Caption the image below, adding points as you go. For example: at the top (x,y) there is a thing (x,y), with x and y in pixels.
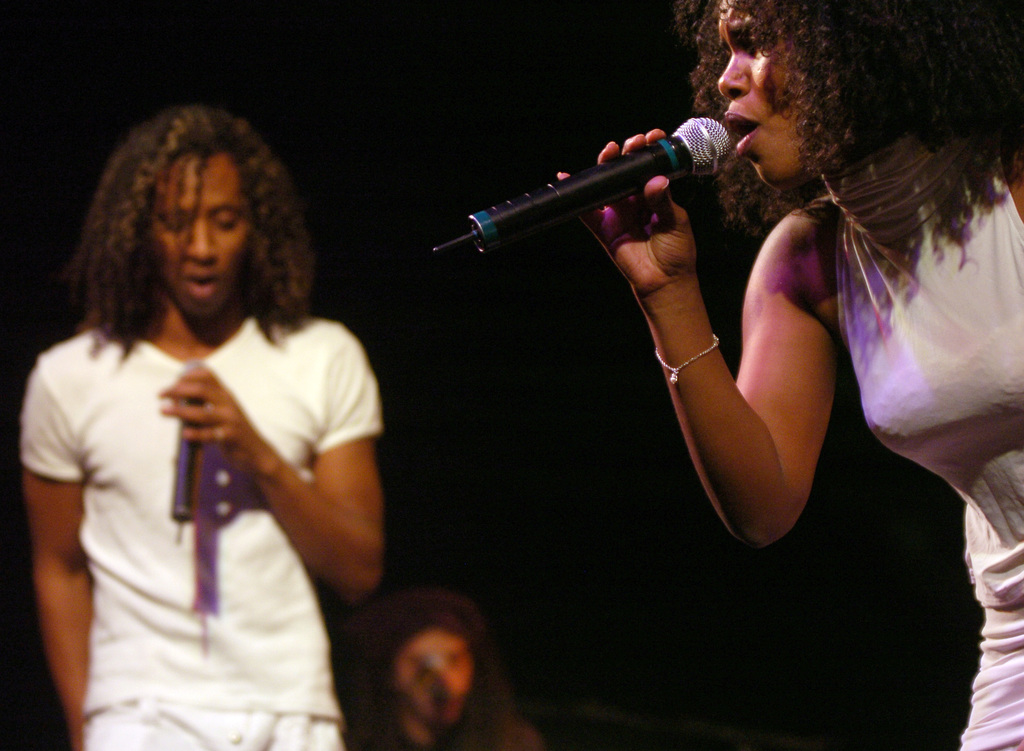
This image might be clicked in a musical concert. There are three people (827,218) in this image, on the right side (754,320) there is a woman (955,459) she is wearing white color dress (941,466), she is having bracelet (717,343) to her hand (689,324), she is holding a mike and singing something. On the left side (67,481) there is a man (103,468) and he is wearing white color dress (245,593). He is holding Mike (172,511) and singing something. Behind him there is a man (461,646).
